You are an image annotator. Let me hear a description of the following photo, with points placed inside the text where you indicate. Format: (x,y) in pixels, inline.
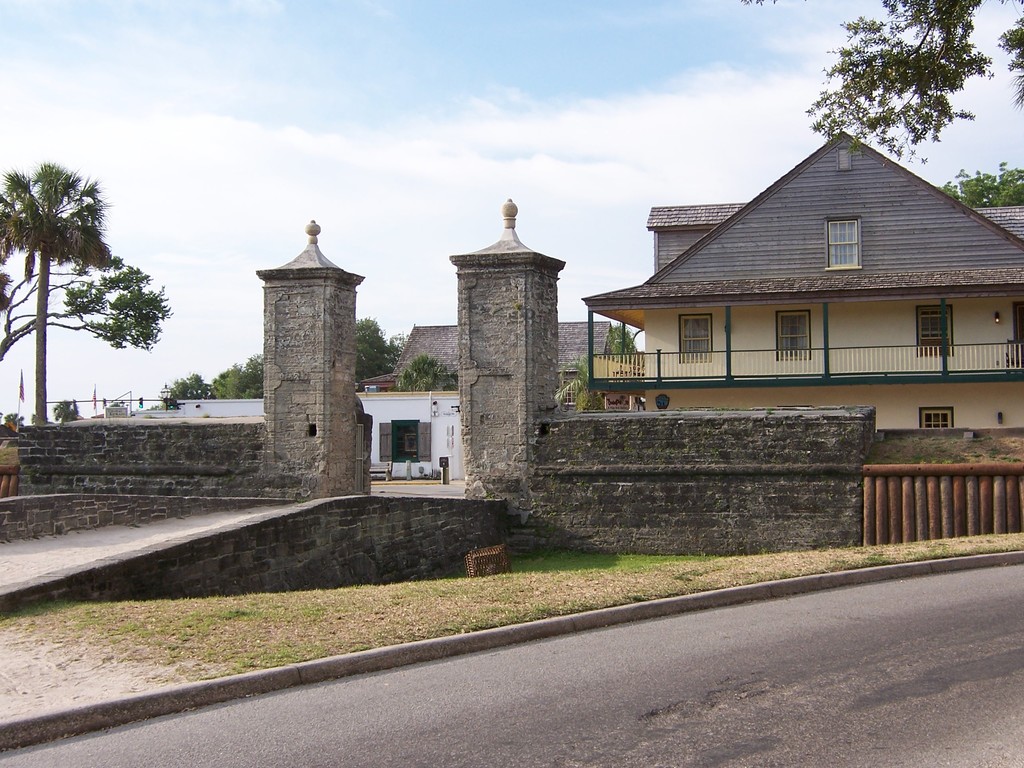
At the foreground of the image (661,656) we can see a road (661,656) and compound wall (518,477) of a house (730,327) and at the background of the image (421,457) there are some houses (383,430), trees (580,395) and sunny sky (368,169).
